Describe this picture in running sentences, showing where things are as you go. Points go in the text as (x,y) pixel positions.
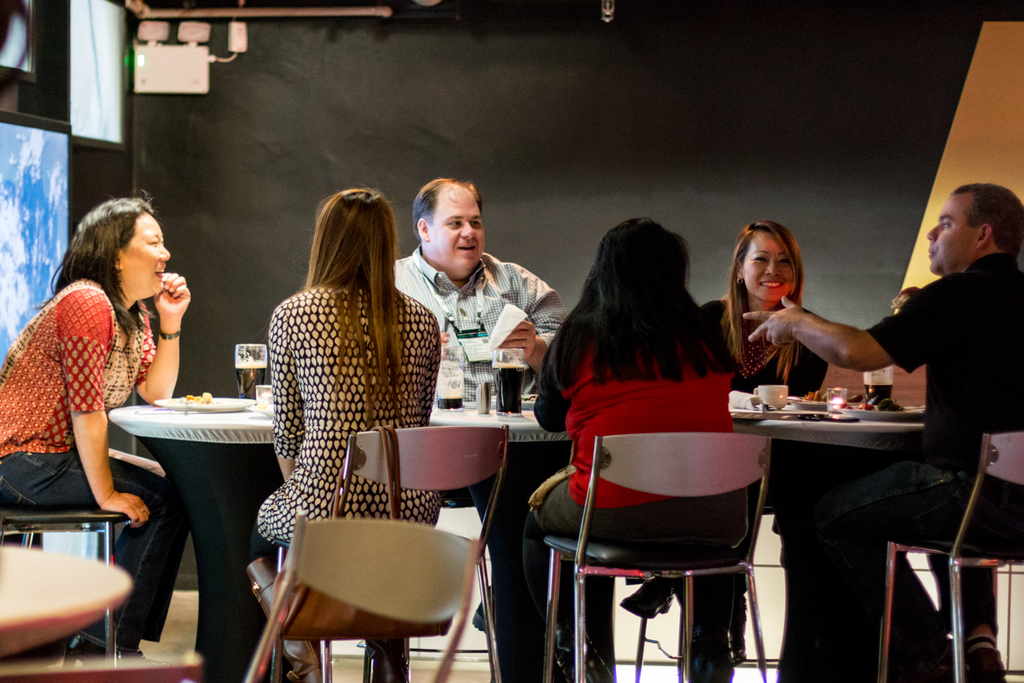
A group of people (127,307) are sitting in chairs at a table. Of them four are women (113,323) and two are men (937,301). There are eatables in plates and glasses (447,378) with cool drinks (237,366) on the table (770,399). There is a black wall (773,118) behind them. There is a screen (44,191) beside them.
